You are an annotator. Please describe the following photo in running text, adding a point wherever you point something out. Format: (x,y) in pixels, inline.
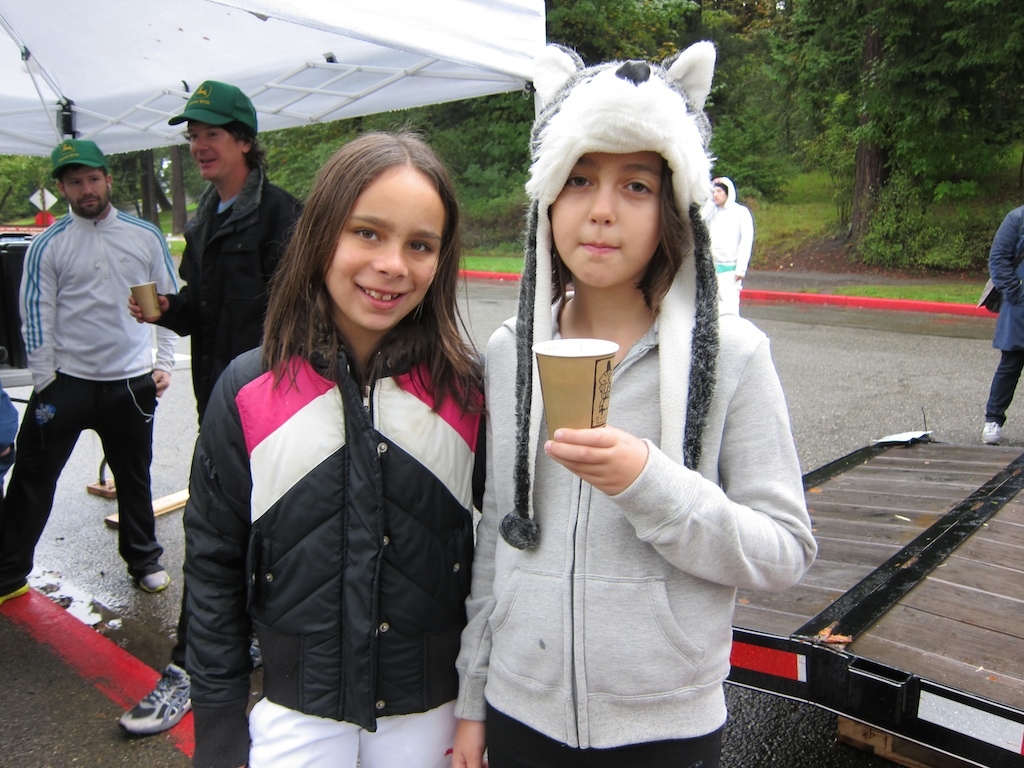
In this image we can see few people (698,283) standing on the road (871,368), two persons (130,269) are standing under the tent (450,89), two persons (188,272) are holding glasses (554,396) and there are few object (956,655) behind them and there are few trees (865,122) in the background (824,91).
